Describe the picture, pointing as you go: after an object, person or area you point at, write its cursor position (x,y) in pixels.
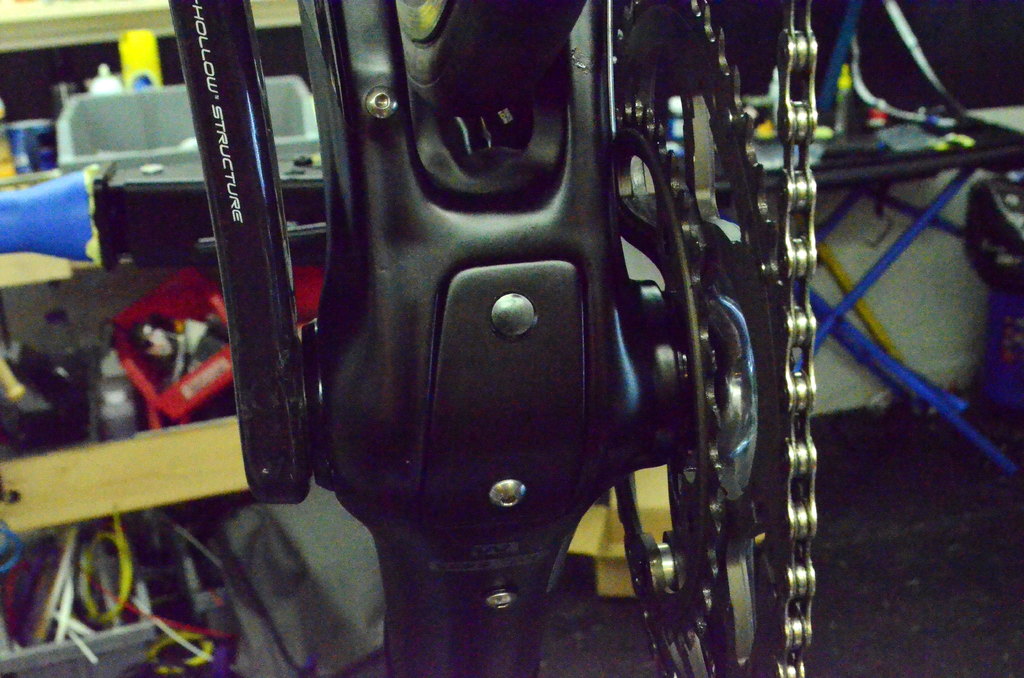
In this image I can see a bicycle chain (795,454), table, wires (207,566), wall (102,54) and a frame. This image is taken may be in a workshop (900,543).
